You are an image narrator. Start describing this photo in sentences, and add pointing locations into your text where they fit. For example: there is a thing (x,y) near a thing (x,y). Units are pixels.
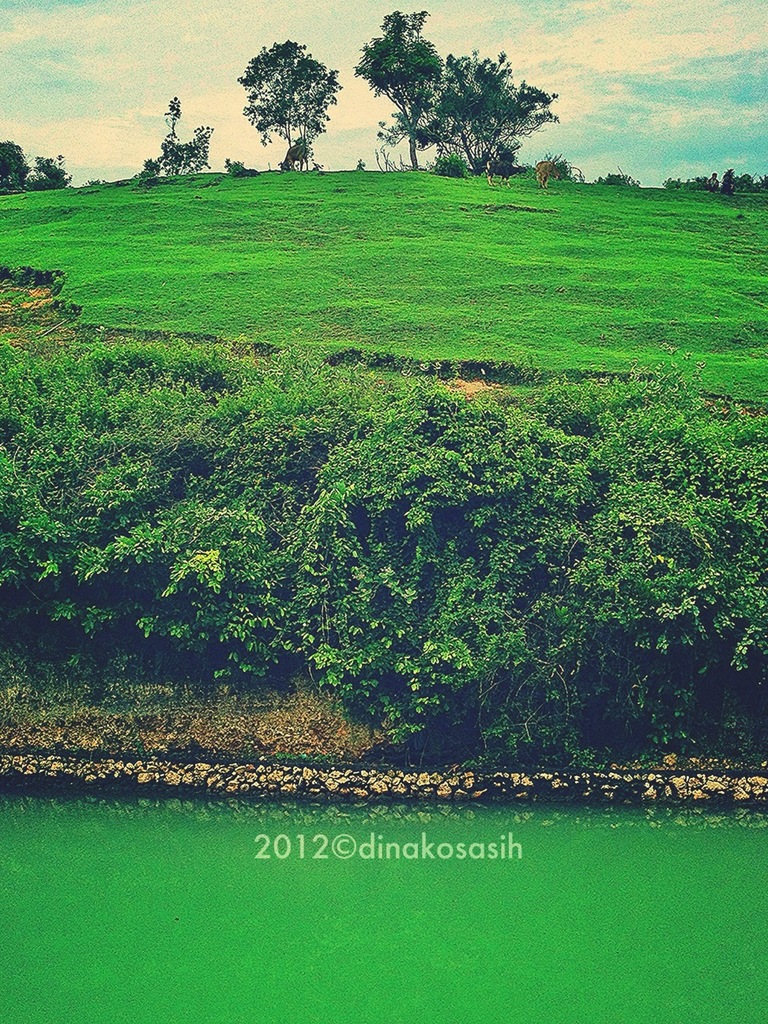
In this image I can see few trees (471,151), green grass (516,217) and the green color water (395,929). The sky (354,104) is in blue and white color.
